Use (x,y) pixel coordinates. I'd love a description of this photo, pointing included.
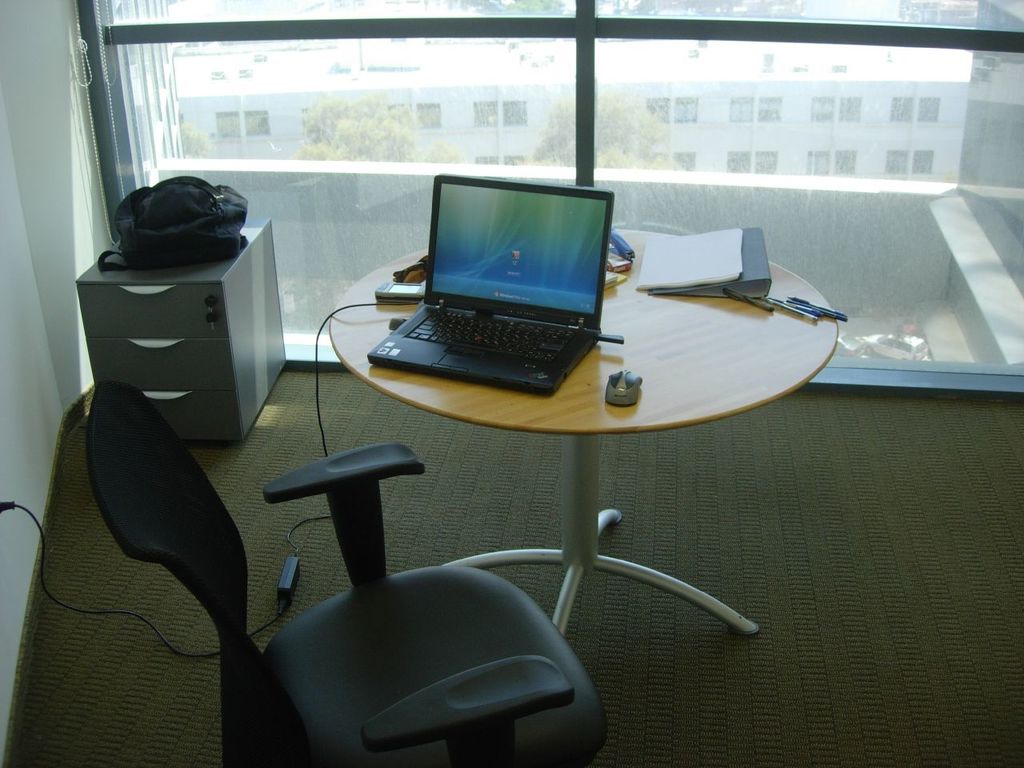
In the middle of the image (660,335) there is a table (510,425), On the table (403,374) there is a laptop (583,267) and mouse (616,389). There are some books (734,244) and pens (797,304). Bottom left side of the image (236,564) there is a chair (133,471). At the top of the image (767,10) there is a glass window (675,46). Through the window (391,123) we can see some trees (397,128) and building (729,79) and two cars (891,344). Top left side of the image (168,195) there is a cabinet (196,276), On the cabinet (107,277) there is a bag (188,200).
